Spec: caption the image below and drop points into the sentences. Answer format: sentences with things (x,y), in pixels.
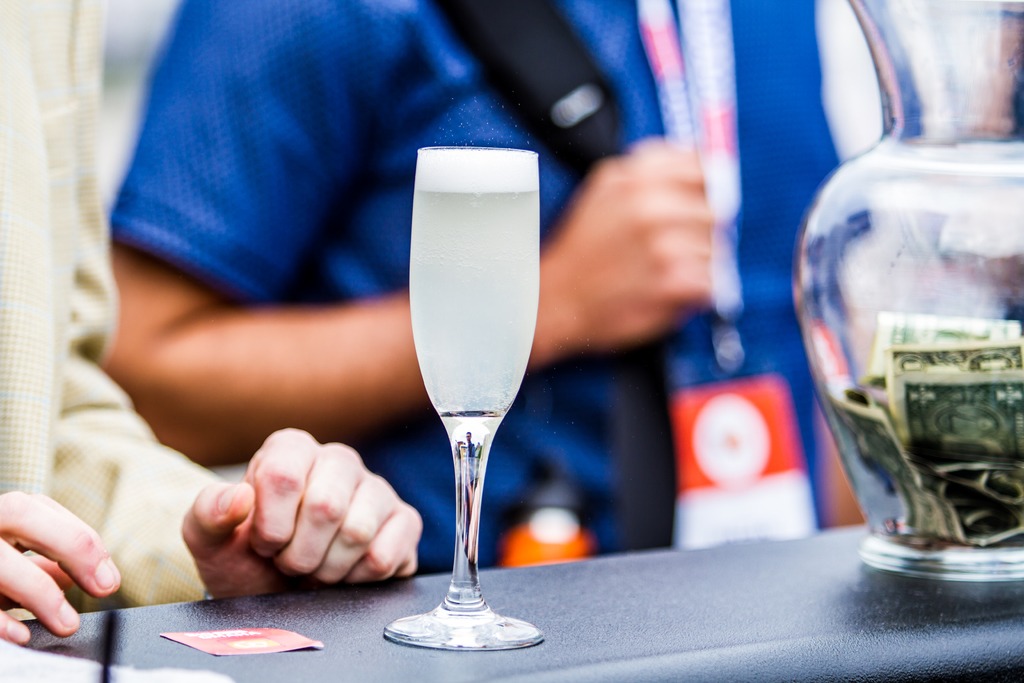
In this image we can see group of persons (615,251). One person (717,290) is carrying a bag (544,115). In the foreground (952,453) we can see a vase (959,168) with currency notes (935,477), a glass (422,642) and a card (248,641) placed on the surface (630,660).
